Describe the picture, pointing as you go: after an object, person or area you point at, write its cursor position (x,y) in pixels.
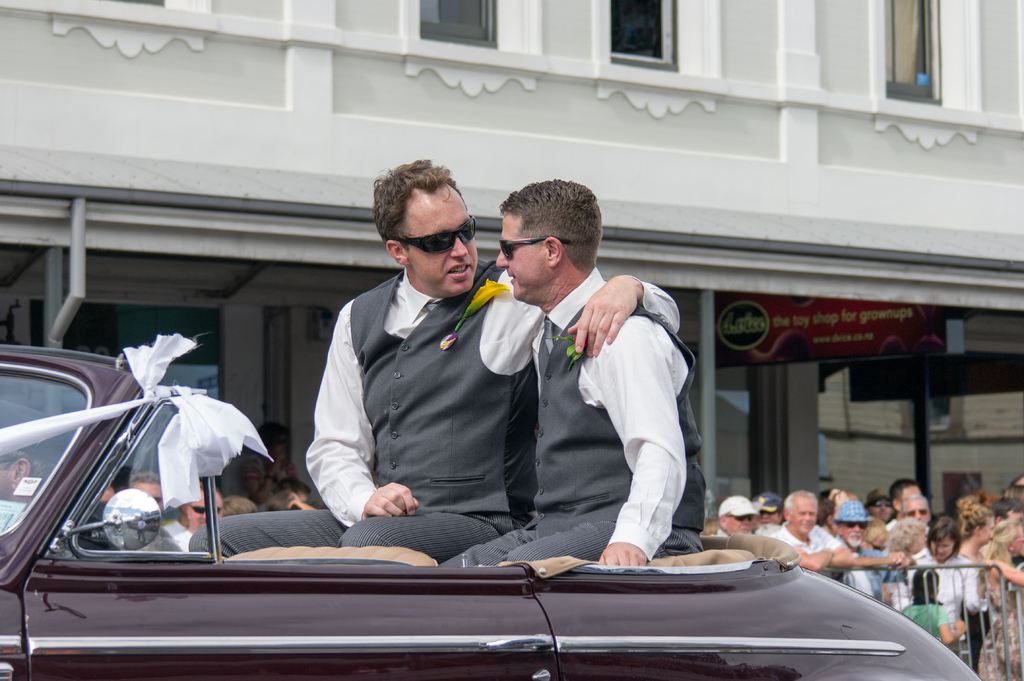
In this image I can see two people (444,413) sitting on the car (480,604). In the background (978,538) there are group of people (912,531) standing and there is a building (764,288).
